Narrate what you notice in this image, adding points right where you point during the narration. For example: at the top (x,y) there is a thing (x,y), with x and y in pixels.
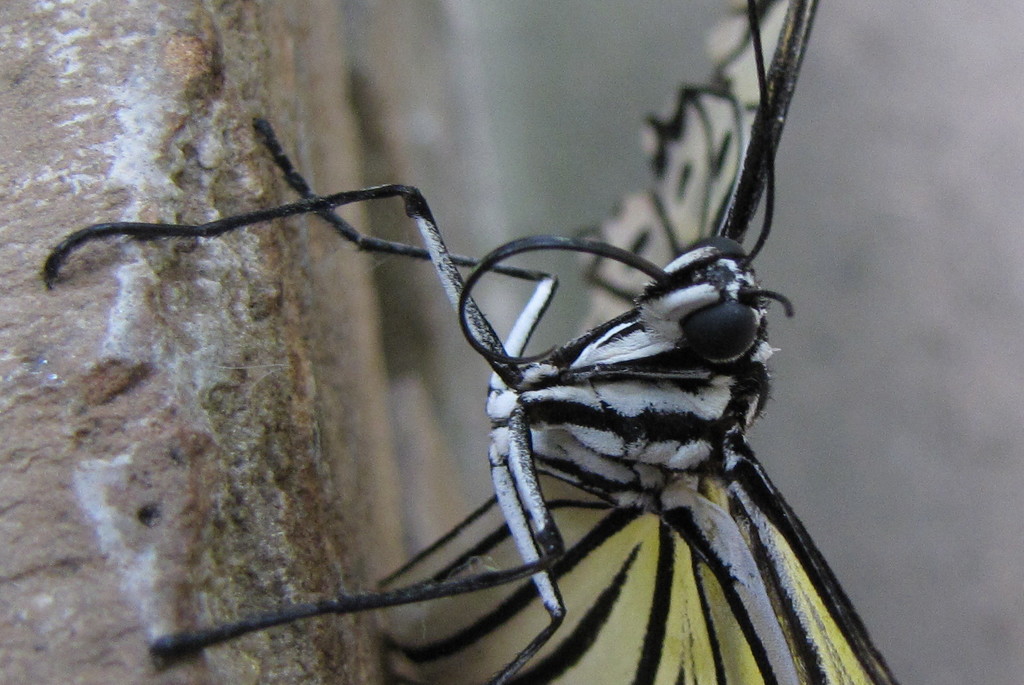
In this image I can see a butterfly (638,334) which is black, white and yellow in color and I can see the blurry background (876,558).
